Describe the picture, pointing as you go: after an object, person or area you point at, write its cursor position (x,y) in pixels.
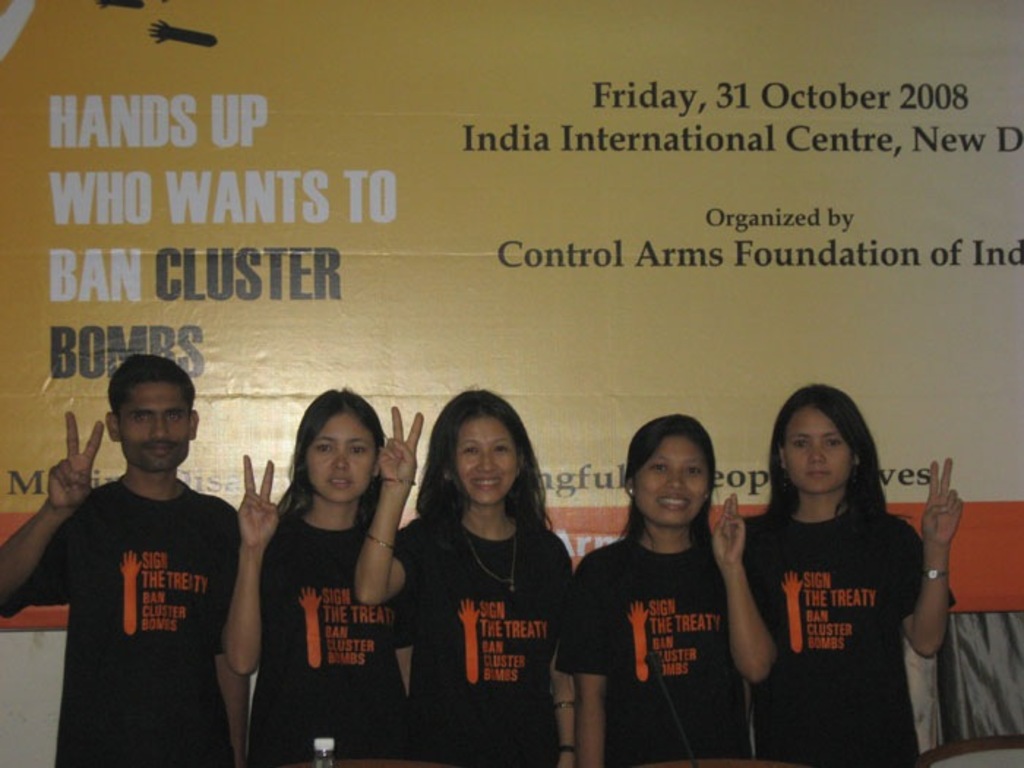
In this image we can see five persons (418,582) and on the person's shirt (442,622) we can see some text (171,628). Behind the persons (797,423) we can see a wall (52,654) and a banner (773,297) with text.
